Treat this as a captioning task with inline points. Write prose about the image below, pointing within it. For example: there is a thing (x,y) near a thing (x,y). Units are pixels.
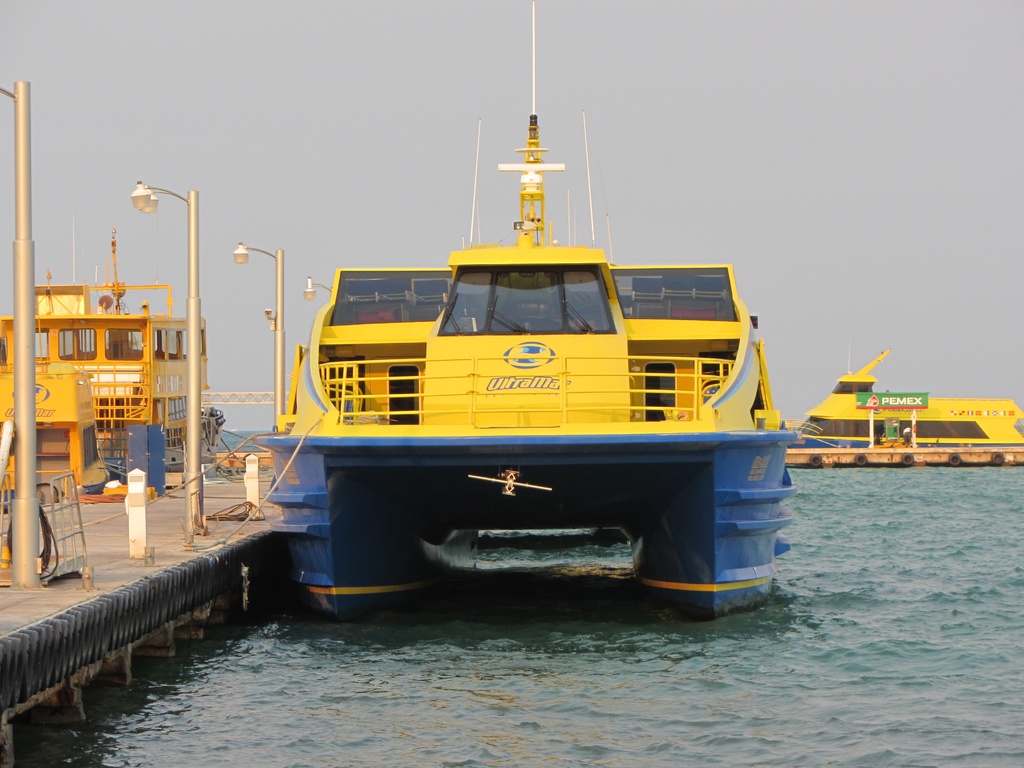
In this image, I can see the boats (788,482) on the water (641,618). On the left side of the image (158,483), there are street lights (195,473) and few objects (120,496) on the pathway (60,606). In the background (255,113), there is the sky (498,86).
